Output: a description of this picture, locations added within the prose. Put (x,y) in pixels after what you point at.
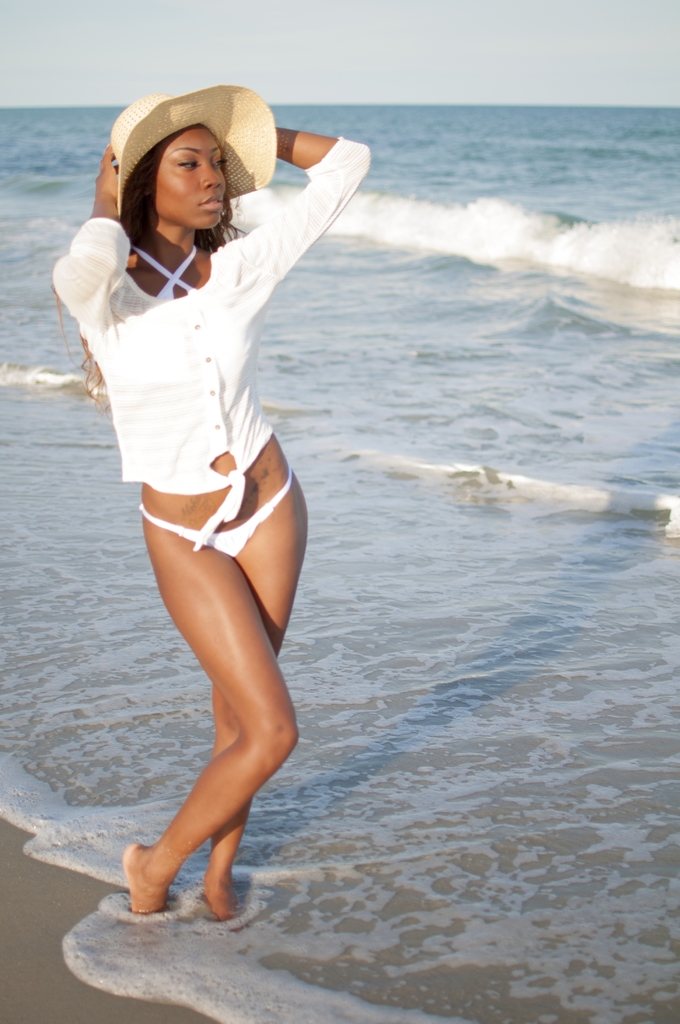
In this image, we can see a person (265,643) on the beach (30,865). This person (255,643) is wearing clothes (130,238) and hat (186,112). There is a sky (343,41) at the top of the image (350,60).
